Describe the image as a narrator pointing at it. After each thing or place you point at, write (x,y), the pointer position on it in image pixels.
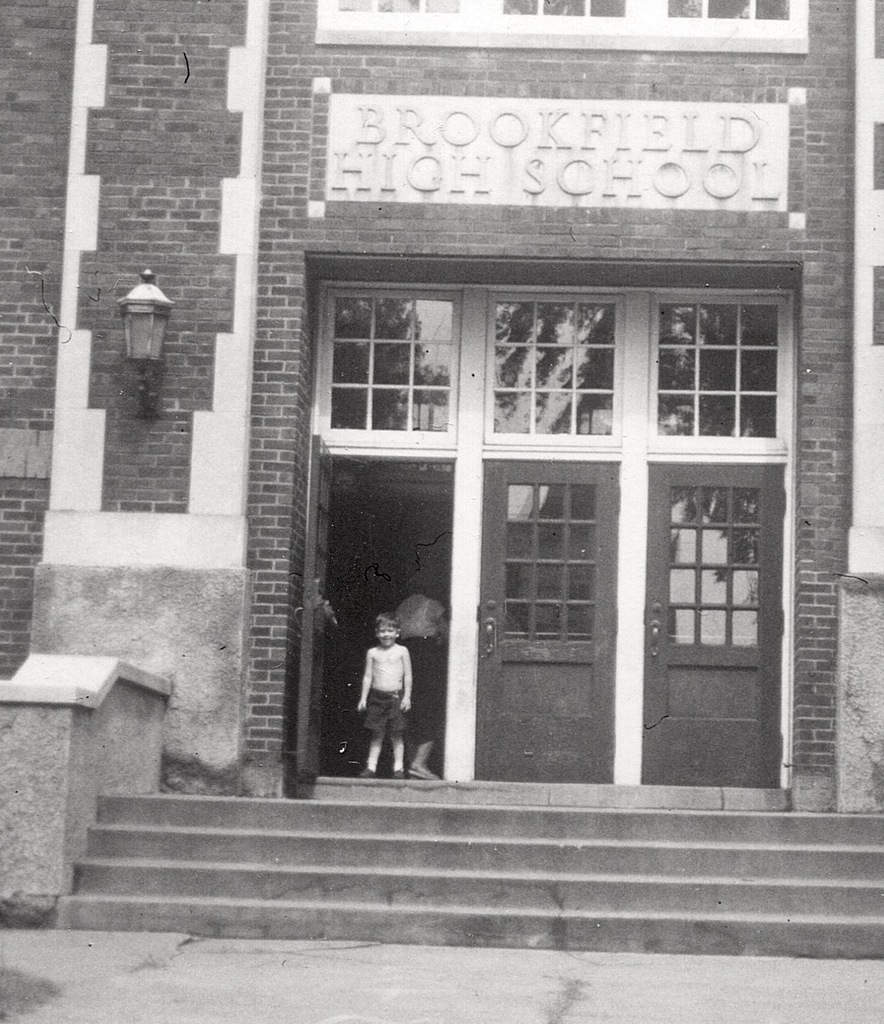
This is a black and white image. We can see a building (255,539). We can see some people (408,735), stairs (384,844) and doors (733,687). We can also see some glass (526,336) with the reflection (401,336). We can see an object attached to the wall (213,274). We can also see some text (334,170).
